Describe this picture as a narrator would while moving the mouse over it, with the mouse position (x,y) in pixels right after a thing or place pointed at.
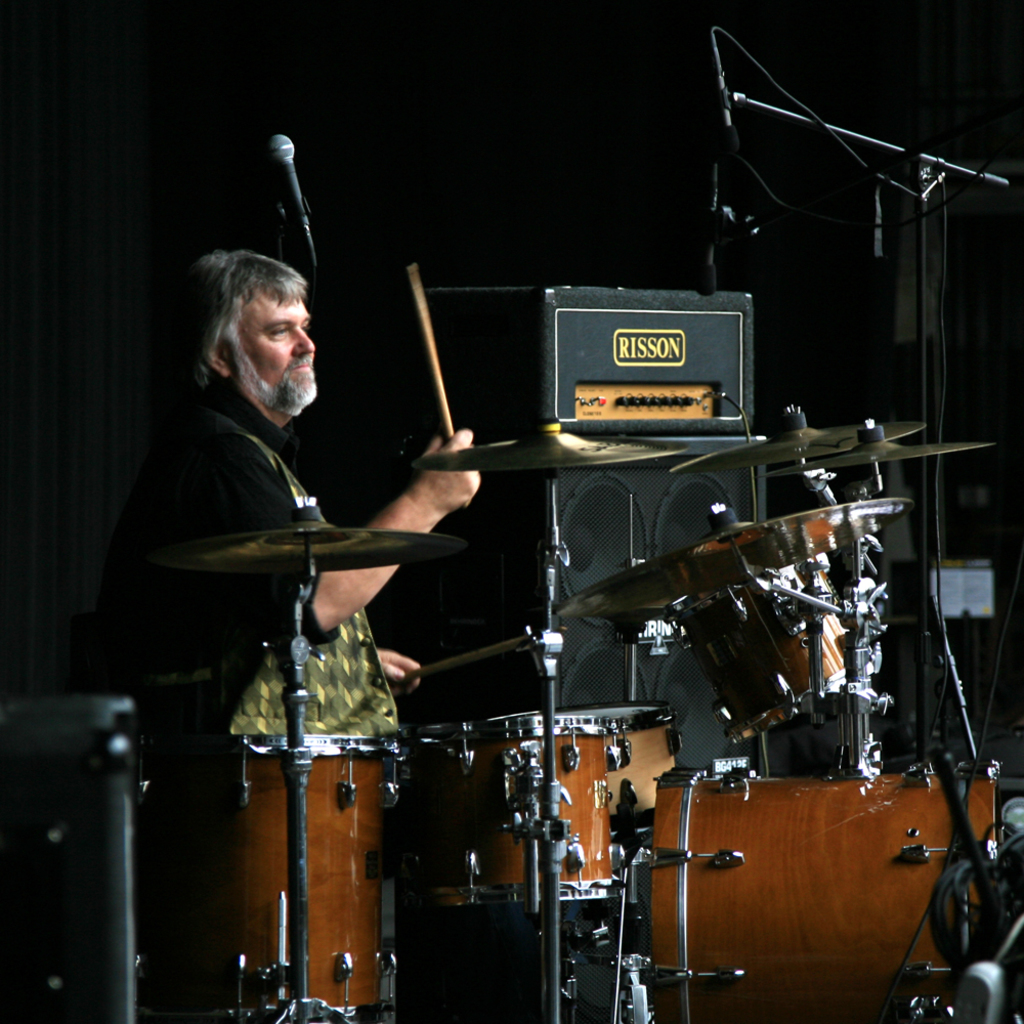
Left a man (297,275) is playing drums (444,456) with a wooden stick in the middle (618,608).
